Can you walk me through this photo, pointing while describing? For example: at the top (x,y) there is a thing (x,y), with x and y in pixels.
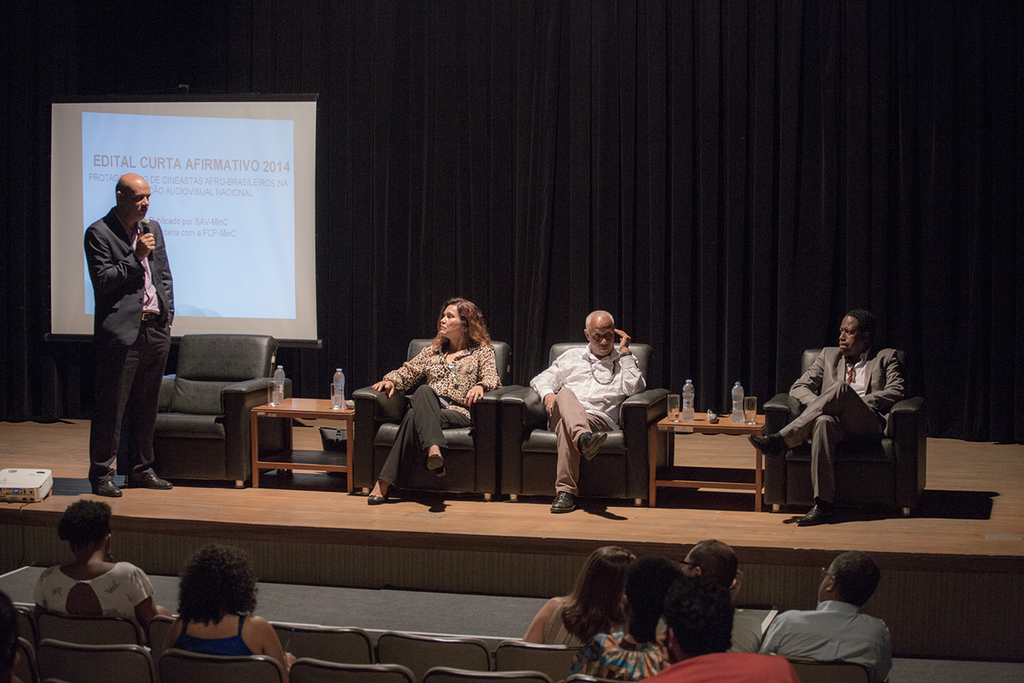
In this image there is a man (109,279) who is standing on the stage (136,488) by holding the mic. Beside him there are three other persons (584,369) who are sitting in the chairs (465,446). In the background (217,183) there is a screen (251,213). At the bottom (792,633) there are spectators (668,614) who are sitting in the chairs (333,648). In between the chairs (369,391) there is a table (293,405). On the table (311,404) there are bottles (276,378).
